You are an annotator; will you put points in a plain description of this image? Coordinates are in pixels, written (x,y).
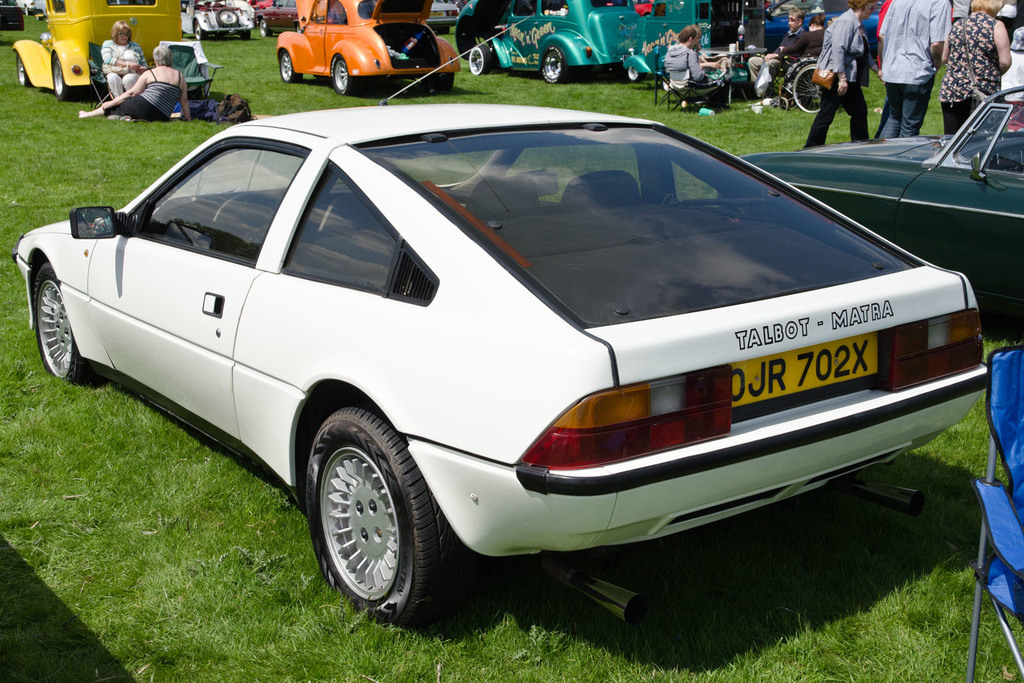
In this image I can see grass ground (274,632) and on it I can see number of vehicles (403,148). On the right side of this image (972,678) I can see a blue colour chair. In the background (903,40) I can see number of people (910,53) where few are seating and few (821,65) are standing.
